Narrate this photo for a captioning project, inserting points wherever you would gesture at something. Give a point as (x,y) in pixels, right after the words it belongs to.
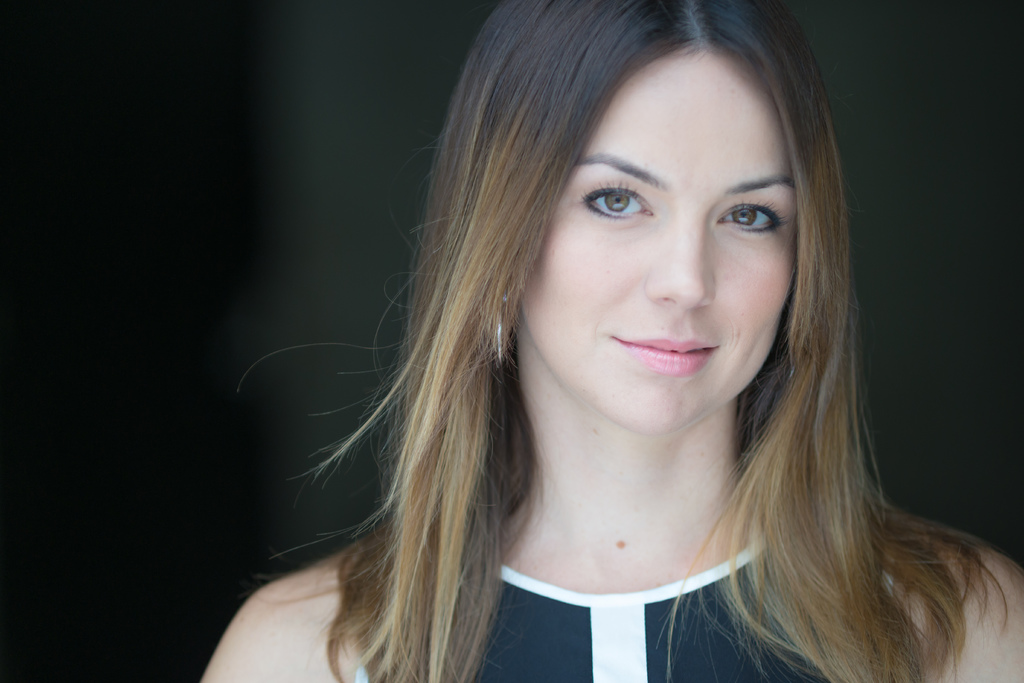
In this picture we can see a woman (444,676) smiling and in the background (218,276) it is dark.
